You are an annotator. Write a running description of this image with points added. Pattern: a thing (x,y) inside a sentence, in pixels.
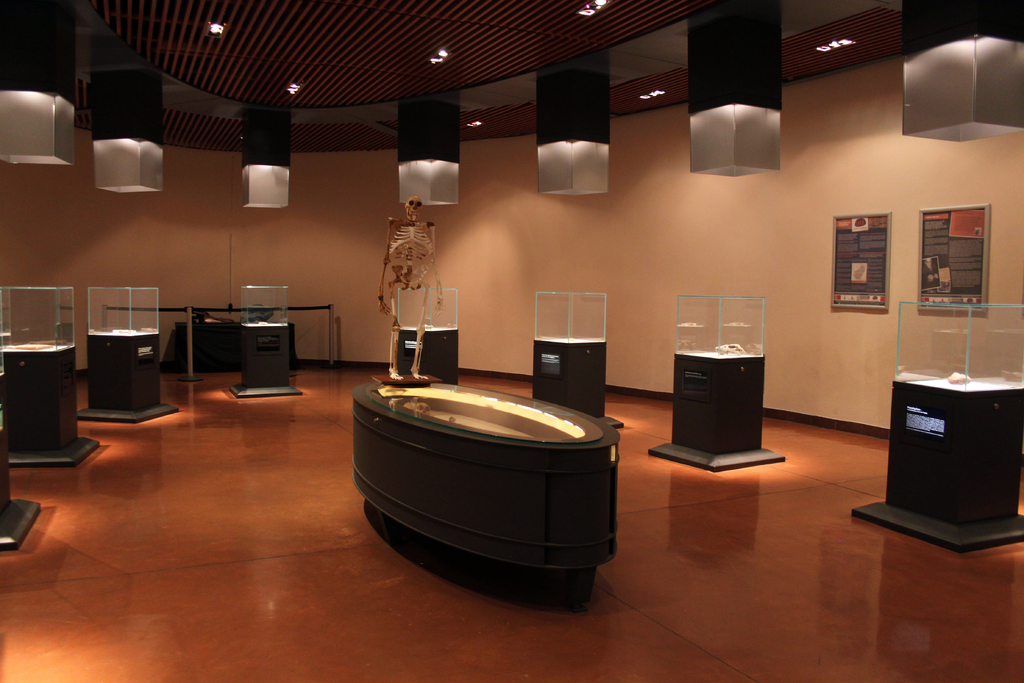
In this image I can see few glass boxes (3,303) on the wooden surface (801,488). Background (780,242) I can see two posters (889,253) attached to the wall (679,268) and the wall (646,268) is in cream color and I can also see few lights (740,147).
